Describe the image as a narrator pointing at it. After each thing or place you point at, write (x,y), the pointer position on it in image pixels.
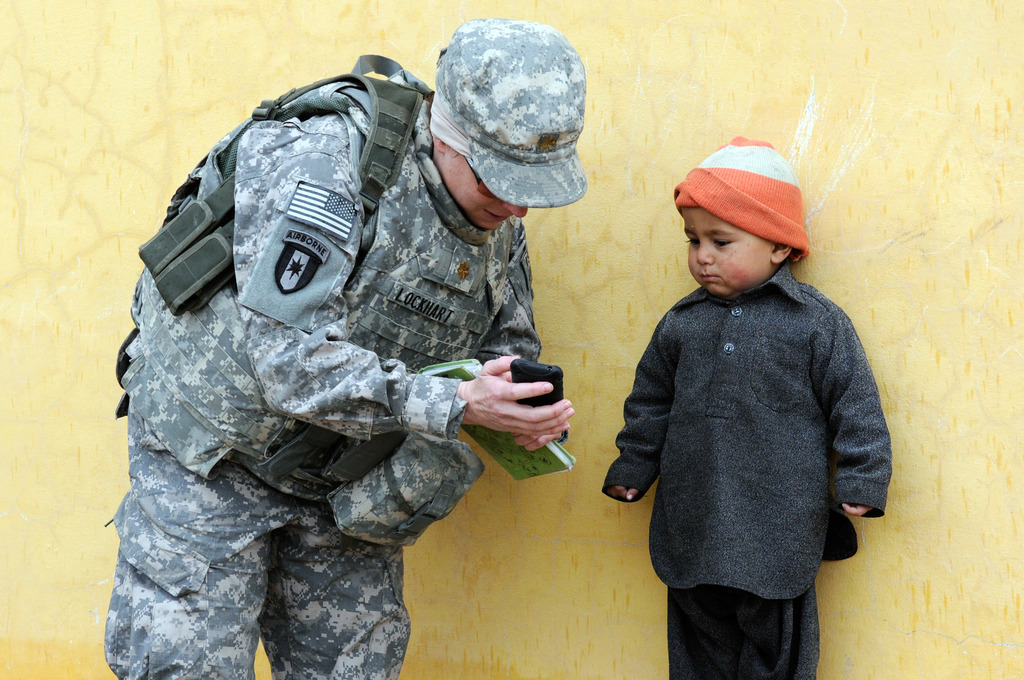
In this image on the left side (294,427) there is one man (412,279) who is standing and he is holding a book (554,461) and mobile phone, on the right side (704,453) there is one boy (716,422) who is standing and in the background (606,185) there is a wall (360,46).
